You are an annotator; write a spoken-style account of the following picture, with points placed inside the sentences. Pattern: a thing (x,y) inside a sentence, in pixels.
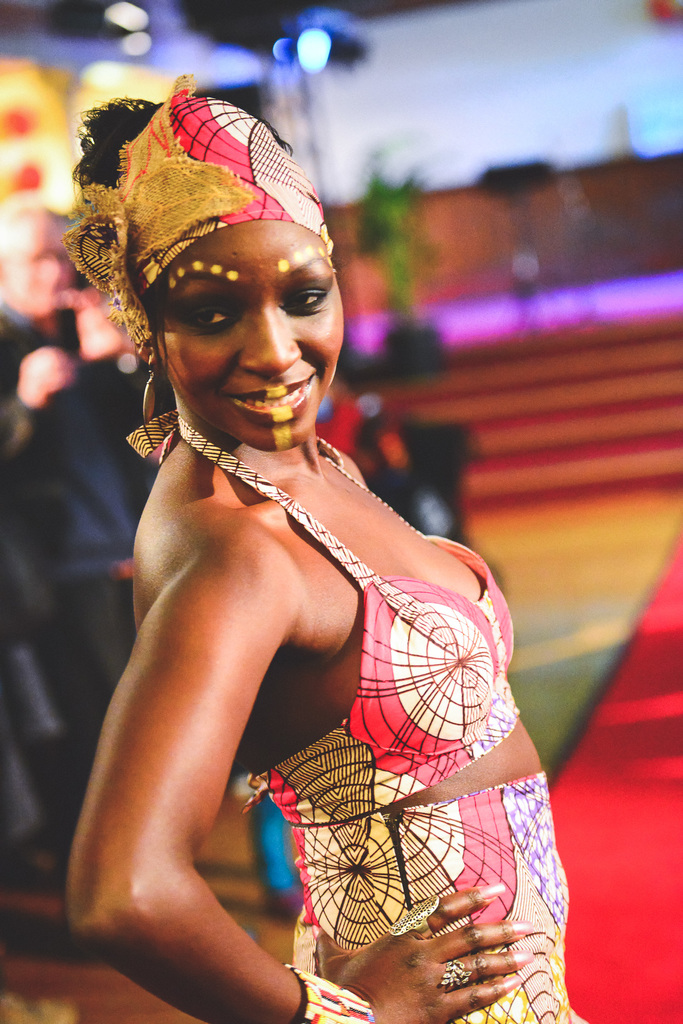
In this image I can see the person (350,871) standing and the person (355,891) is wearing cream and red color dress (355,891). In the background (482,408) I can see few lights (332,47) and few stairs (528,342).
